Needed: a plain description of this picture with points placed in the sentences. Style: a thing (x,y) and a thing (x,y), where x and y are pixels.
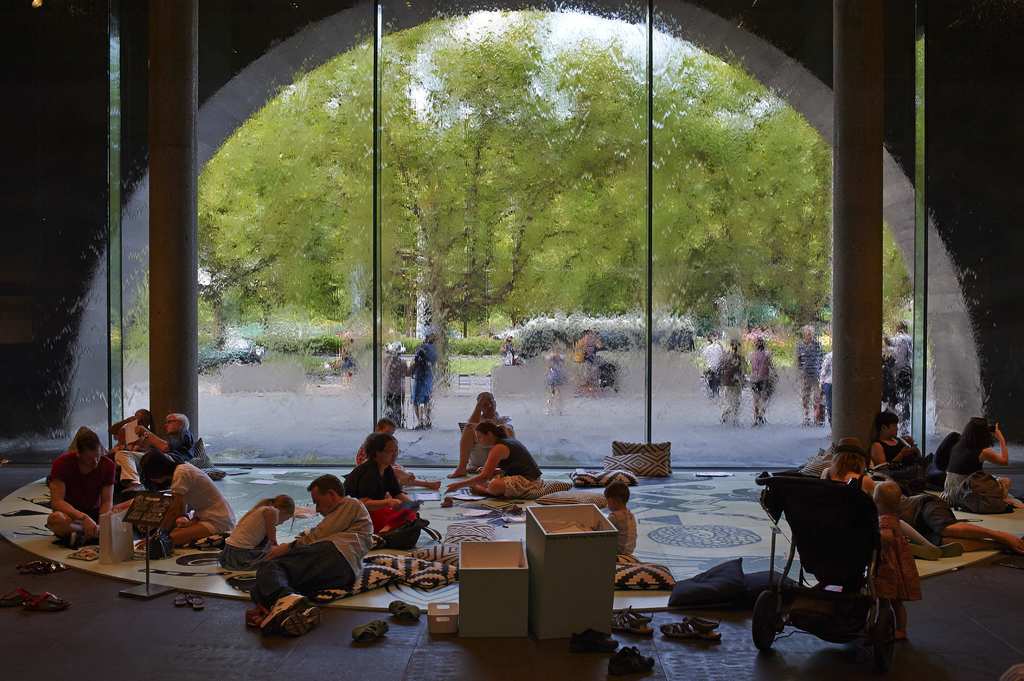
Here we can see few persons (210,519) are sitting on the floor (143,631) and few persons (312,534) are lying on the floor (67,631). We can also see few boxes (435,617), a stroller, kid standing on the floor (303,643), In the background (185,251) we can see glass wall (246,234) and pillars (174,245). Through the glass (463,232) we can see few persons (347,334) and trees (557,152).
